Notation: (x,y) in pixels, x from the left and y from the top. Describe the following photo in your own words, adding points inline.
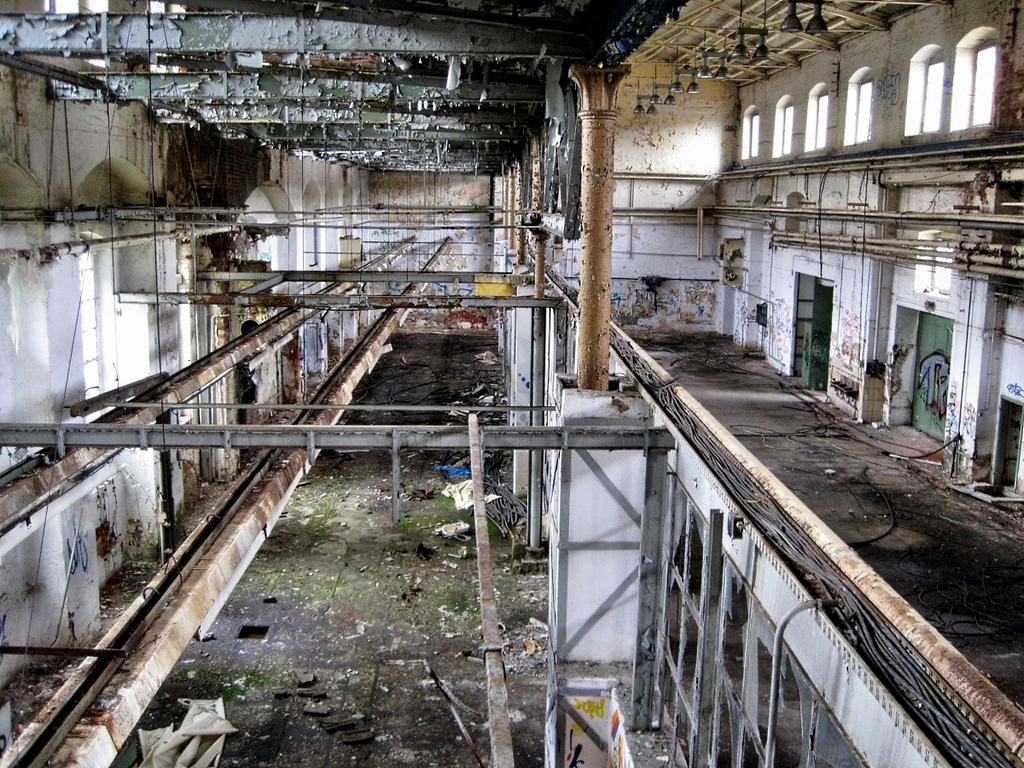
In this image we can see an old warehouse (422,325), inside the warehouse (478,313) there is all the scrap (456,464) and metal rods (388,307).
